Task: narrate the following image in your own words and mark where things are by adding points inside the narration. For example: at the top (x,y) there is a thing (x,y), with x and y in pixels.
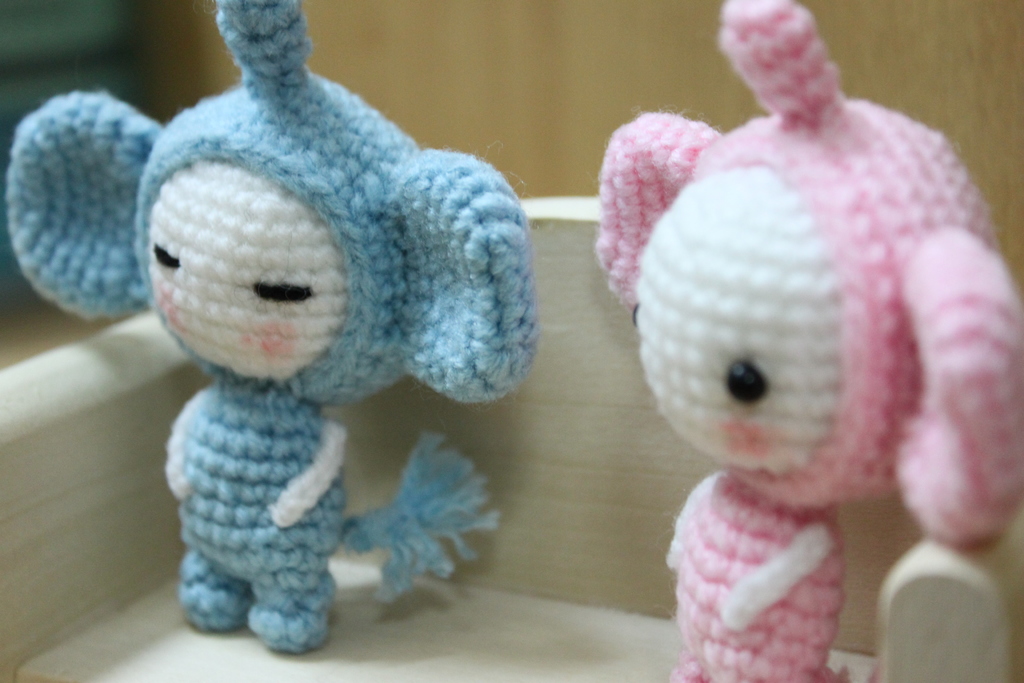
In this picture I can see there are two stuffed toys (247,519) and they are in white and blue and white and pink color. They are placed in a wooden box (454,575) and the backdrop (406,23) there is a wooden wall (151,113) and it is blurred.
